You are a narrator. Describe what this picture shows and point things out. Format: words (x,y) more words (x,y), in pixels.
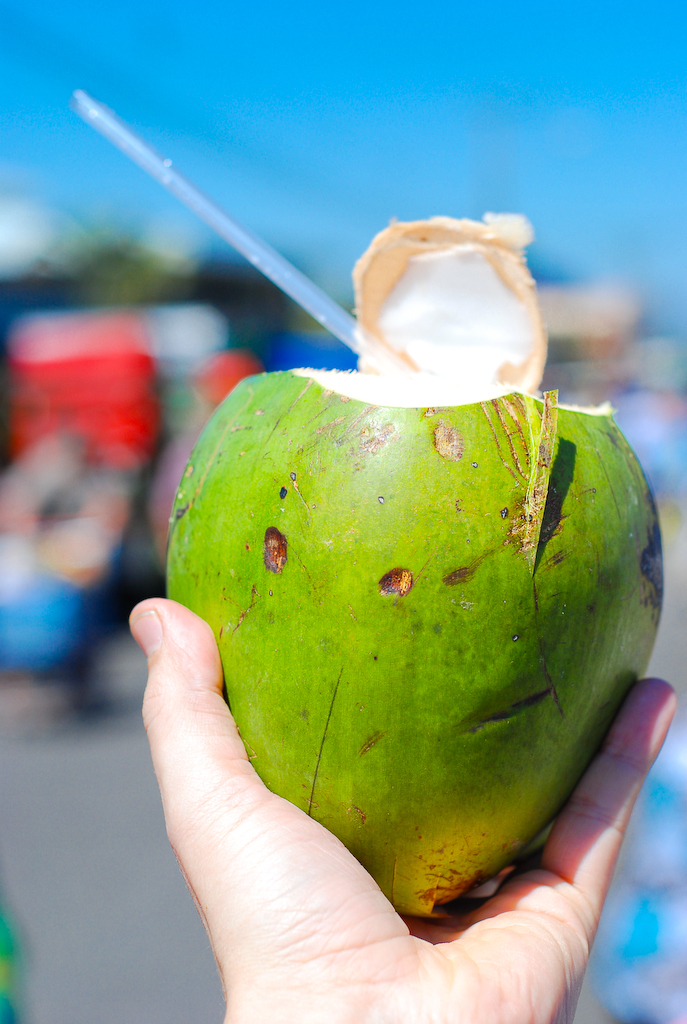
In this image we can see a hand (266,964) of a person (583,810) holding a coconut (618,524) with a straw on it and the background (17,861) is blurred.
